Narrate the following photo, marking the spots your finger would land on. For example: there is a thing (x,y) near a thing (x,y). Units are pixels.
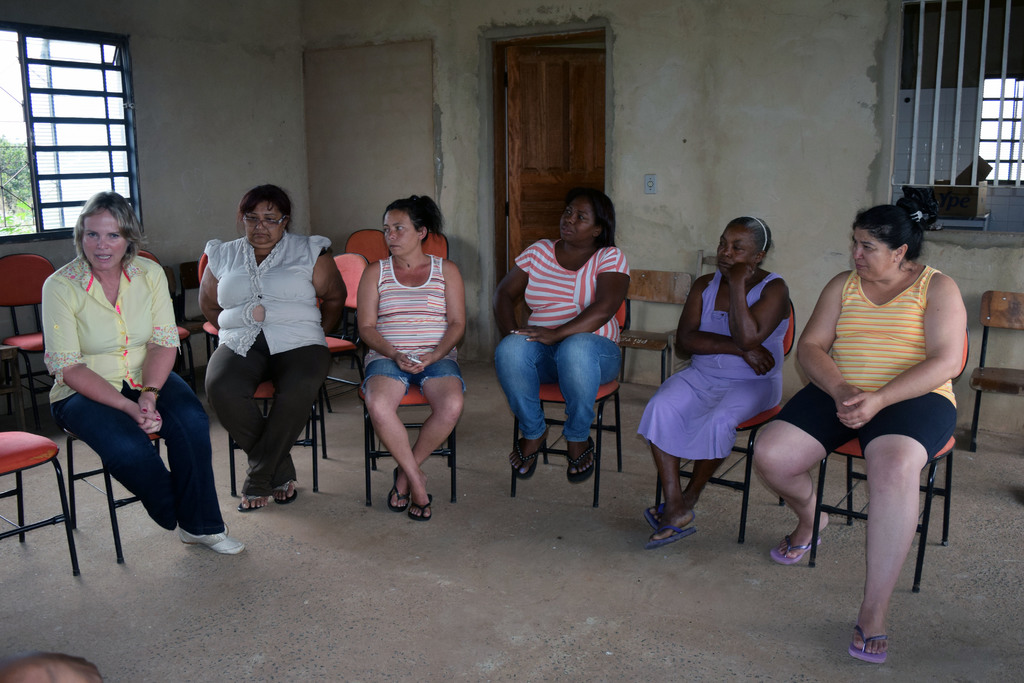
In this image, we can see women's (320,292) are sat on the chairs (751,430). Here there is a floor (582,584) at the bottom (628,620). And back side, we can see fencing's (956,141), windows (991,137), door (520,174), wall (479,164). And left side (12,190), there is a trees (18,201). The bottom, we can see a human hand (81,674).
